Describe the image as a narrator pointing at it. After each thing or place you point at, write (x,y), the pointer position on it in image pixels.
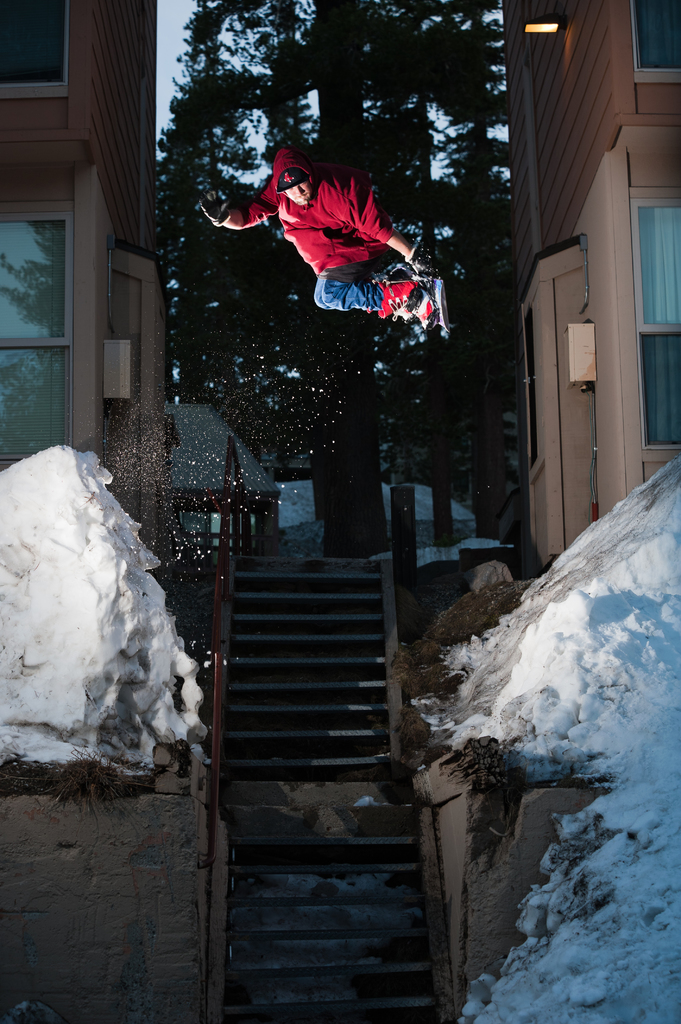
In this picture I can see a person (367,193) in front who is in air and he is on the snow skateboard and I see the steps (290,597) and snow (620,654) on the bottom (311,725). In the background (273,473) I see the trees (261,428) and the buildings (13,412).
